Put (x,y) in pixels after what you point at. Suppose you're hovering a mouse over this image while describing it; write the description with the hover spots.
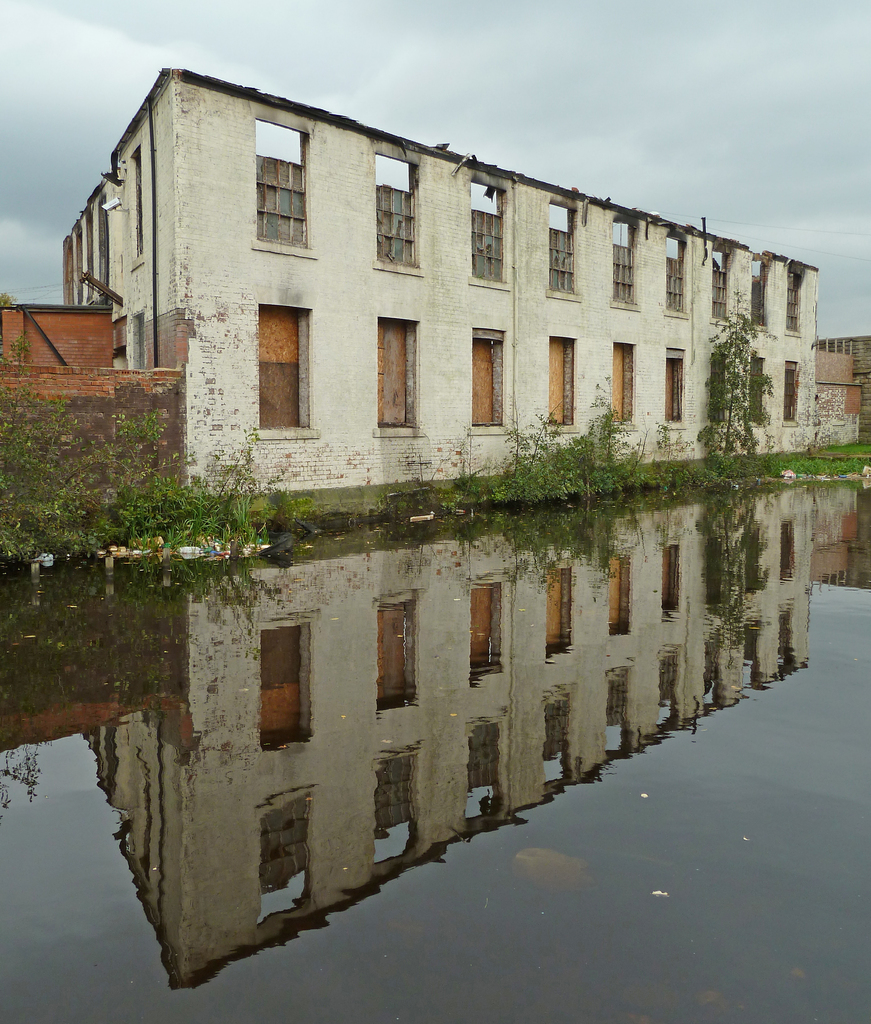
In the foreground of this image (487,891), there is water (487,891) and in the background (407,322), there are buildings (450,315), plants (583,469) and the grass (823,469). On the top (492,74), there is the cloud (212,49) and we can also see the reflection (501,759) of the building (445,448) in the water (535,749).
